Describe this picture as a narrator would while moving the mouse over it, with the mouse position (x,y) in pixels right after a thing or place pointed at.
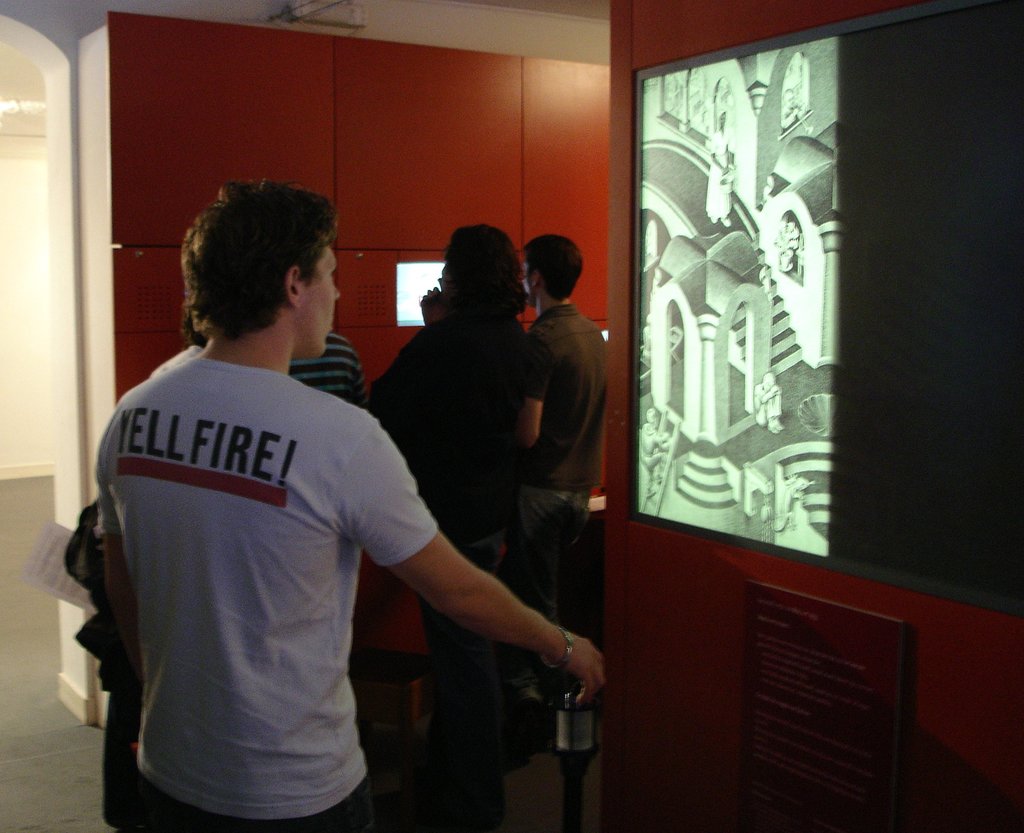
In this image we can see a man (260,300) is standing. He is wearing white color t-shirt (223,711) and seeing to one photograph (919,275), which is on the red color wall (704,629). Behind the man (309,497), three more persons (472,364) are standing and watching to other photograph (408,293) which is on the other wall (442,174). Right bottom of the image (873,702) one frame (816,708) is attached to the wall (627,731) and one pole (584,729) is there.
